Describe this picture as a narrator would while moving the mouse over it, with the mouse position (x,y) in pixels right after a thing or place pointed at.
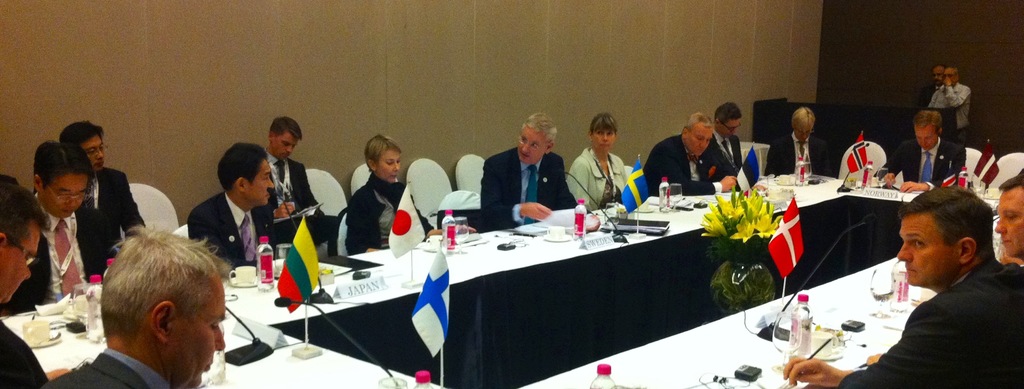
In this picture there are people (176,318) sitting on chairs (425,184) and we can see bottles (272,267), microphones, papers (38,310), name boards (260,328), cups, saucers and objects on the table (573,386). We can see flowers (735,231) in a glass vase (742,276). In the background of the image (841,70) there are two men (964,109) standing and we can see wall (919,61) and an object (833,107).
